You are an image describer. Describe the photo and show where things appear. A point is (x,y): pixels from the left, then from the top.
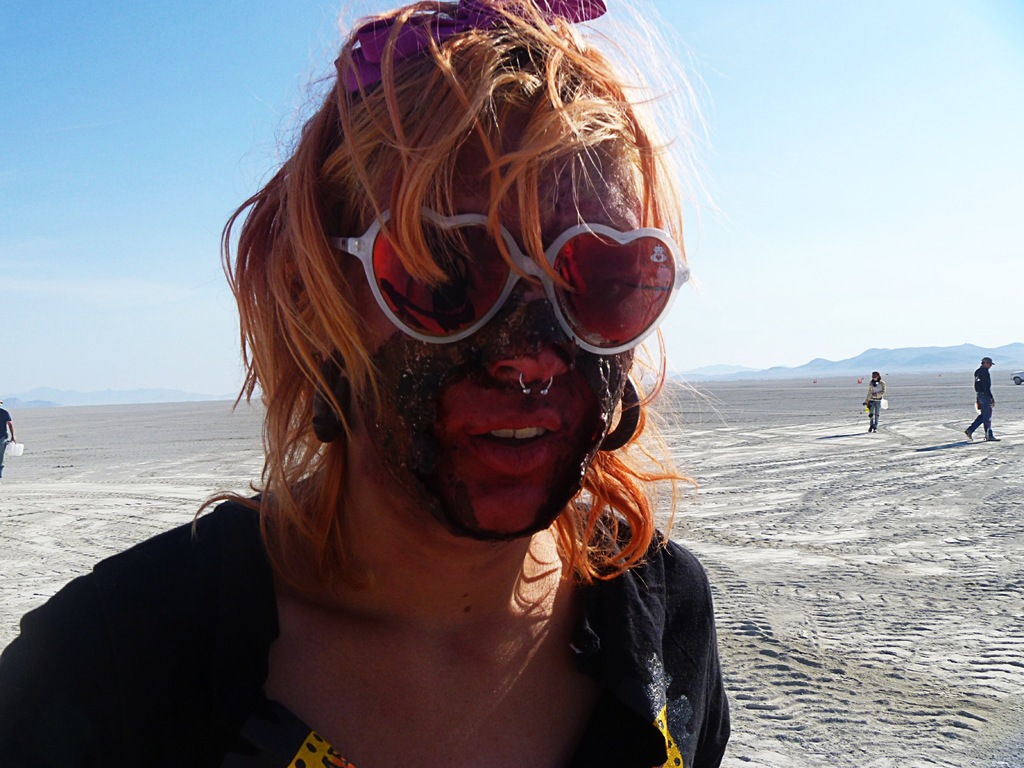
In this image there is a person (540,622) standing on the ground (798,671). The person (643,295) is wearing spectacles (362,259). Behind the person (410,246) there are a few people (5,425) walking on the ground (840,413). In the background (185,393) there are mountains (859,367). At the top (770,124) there is the sky (94,143).
